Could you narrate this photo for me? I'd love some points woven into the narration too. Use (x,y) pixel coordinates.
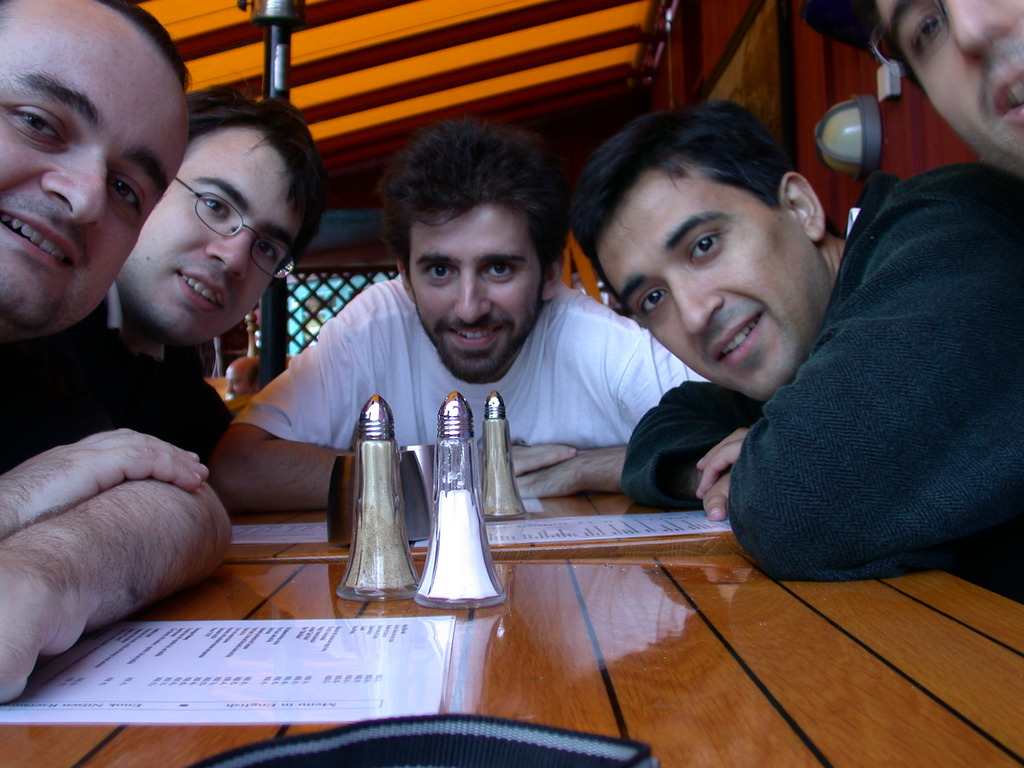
In the center of the image (658,361) there are people (202,378) sitting around the table (1019,714). On the table (463,612) there are objects (467,448). There is a menu card (358,699). At the top of the image (407,4) there is a shed (187,64). There is a pole (287,45) in the background of the image (273,49). To the right side of the image (840,187) there is a wall (807,87).
